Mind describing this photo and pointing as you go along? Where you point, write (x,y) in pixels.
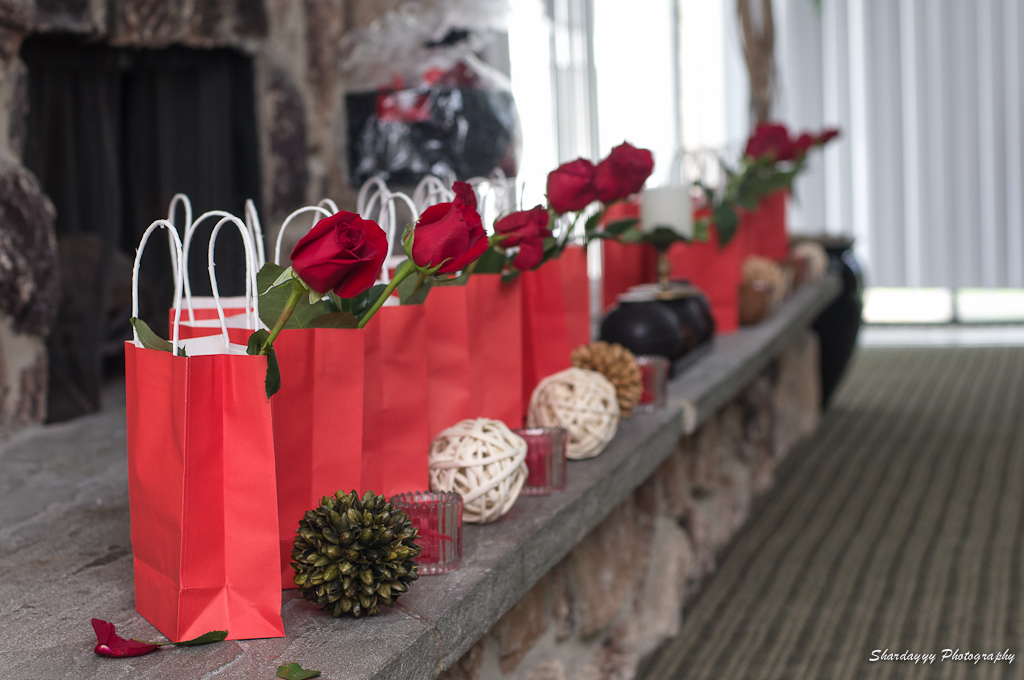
In this image there are few bags (551,305). Bags (237,425) are having few flowers (387,295) in it. Before it there are few balls (489,470) and candles (553,440). Behind there is curtain (999,255). Right bottom there is a carpet (875,500).
